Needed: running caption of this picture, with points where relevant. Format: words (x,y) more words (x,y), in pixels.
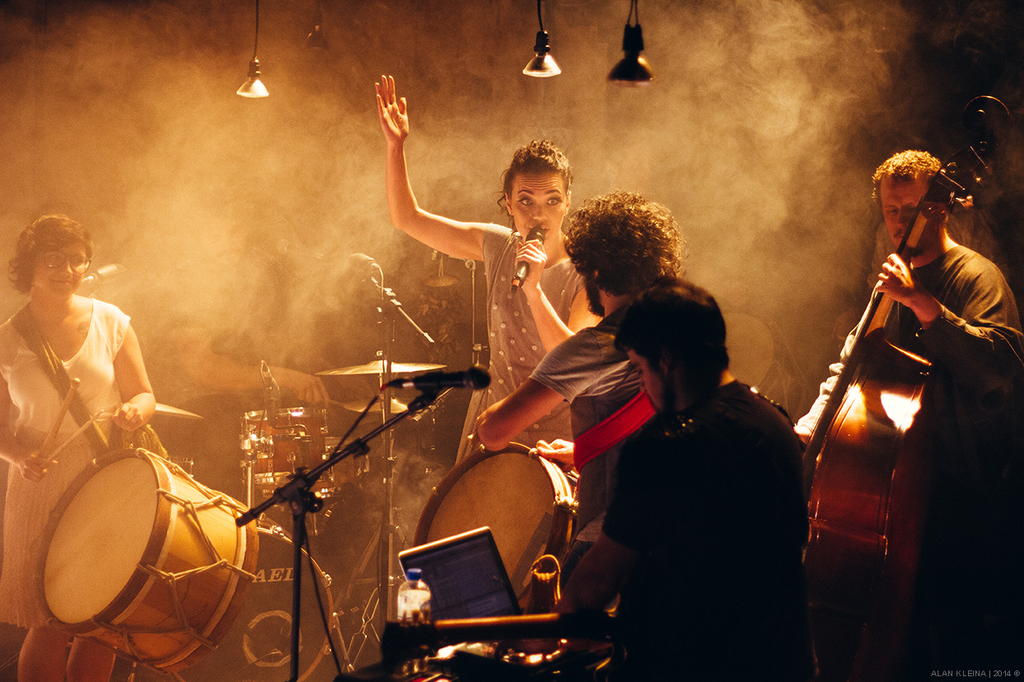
Here a woman (496,290) is singing on a microphone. on the left side of an image (159,536) there is a woman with drums (158,523) in his hands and the right side of an image (936,477) there is a man (1002,288) who is playing double bass (841,642) In the middle of an image (682,455) there is a person (612,581) looking into the laptop (496,609).
